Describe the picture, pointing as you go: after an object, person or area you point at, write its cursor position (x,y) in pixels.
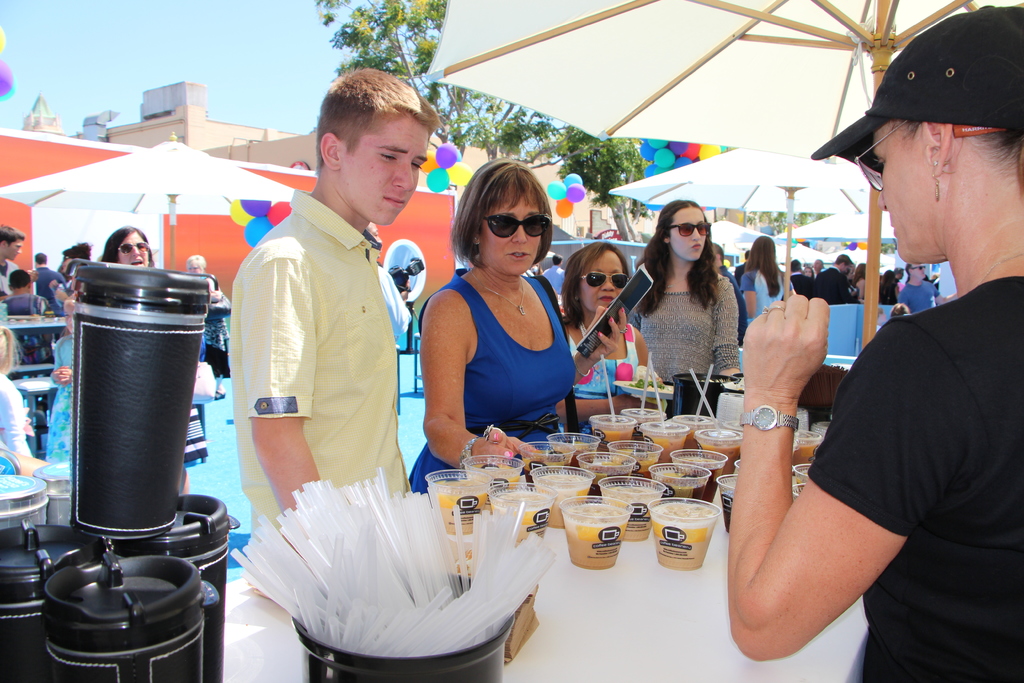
In this image we can see a group of people (617,293) standing under an outdoor umbrella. In that a woman (605,299) is holding a phone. We can also see a table (677,633) in front of them containing some glasses (665,538) and some straws (344,611) in a bowl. On the left side (175,571) we can see some containers (177,564). On the backside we can see a group of people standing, some outdoor umbrellas (730,251), buildings (566,227), a group of balloons (572,209), trees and the sky (180,31) which looks clear.
